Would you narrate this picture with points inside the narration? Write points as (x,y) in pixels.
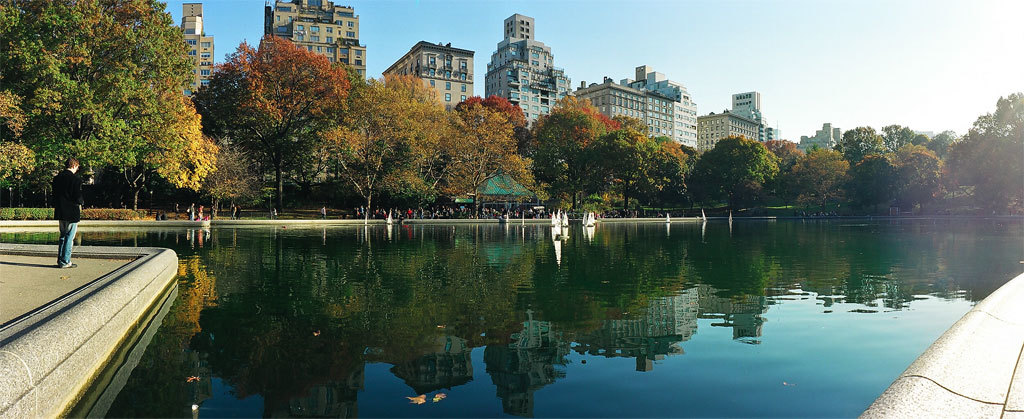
In this image there is a person (66,220) standing and looking at a pool of water (548,269), on the other side of the water (381,264) there are trees (459,164) and buildings (513,197).
